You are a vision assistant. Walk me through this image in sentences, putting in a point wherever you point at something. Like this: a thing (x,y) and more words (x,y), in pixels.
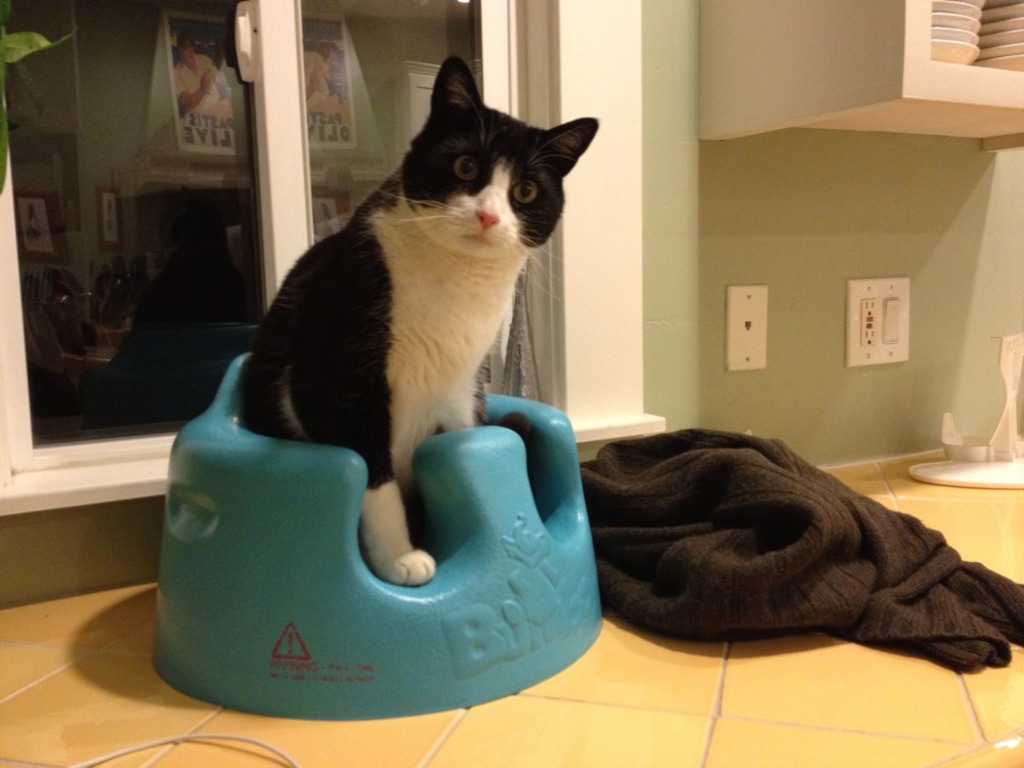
In this picture we can see a cat (381,330), beside the cat (377,372) we can see a cloth (813,586), in the top right hand corner (968,33) we can find few plates (958,56) in the rack (1001,82) and we can see few sockets (743,328) on the wall (786,336), in the background (83,71) we can see a window (147,106) and leaves (25,43).
